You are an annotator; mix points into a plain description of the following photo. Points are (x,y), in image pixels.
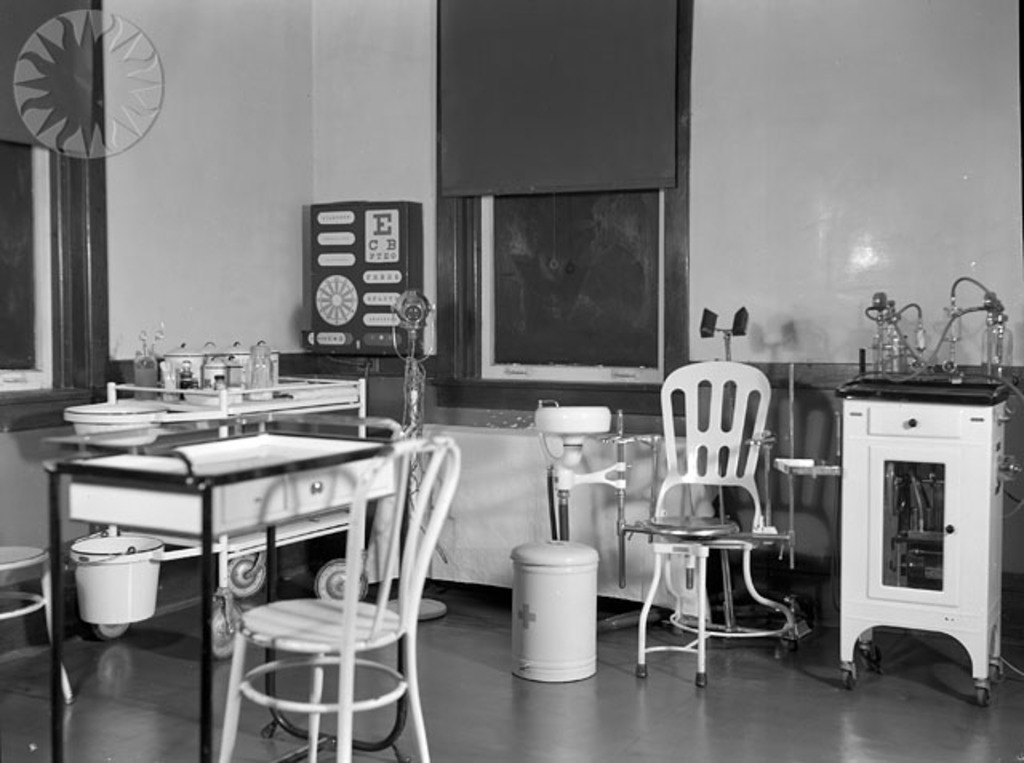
In this image we can see some trolleys (333,387), tables (463,495), stands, dustbin (561,600), bucket (133,571), and some hospital equipment (208,374), also we can see a wall (813,113), and windows (582,229).
